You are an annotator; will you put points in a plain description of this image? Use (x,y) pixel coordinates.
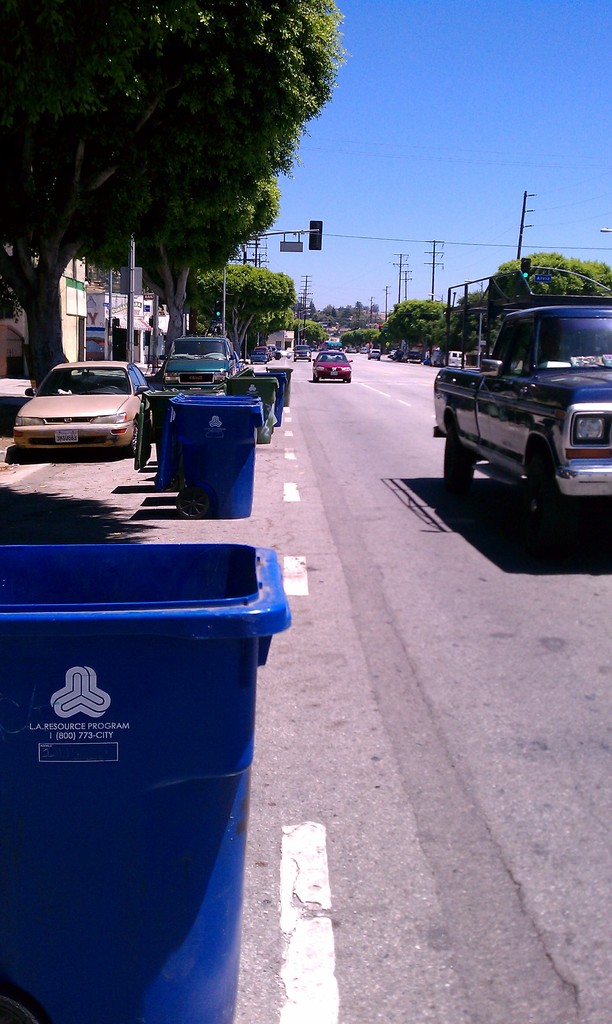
In the image there are cars (335,378) going on the road (414,450) with a truck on the right side (521,312) and there are trees (42,83) on either side of the road (462,854) and above its sky (475,87).
